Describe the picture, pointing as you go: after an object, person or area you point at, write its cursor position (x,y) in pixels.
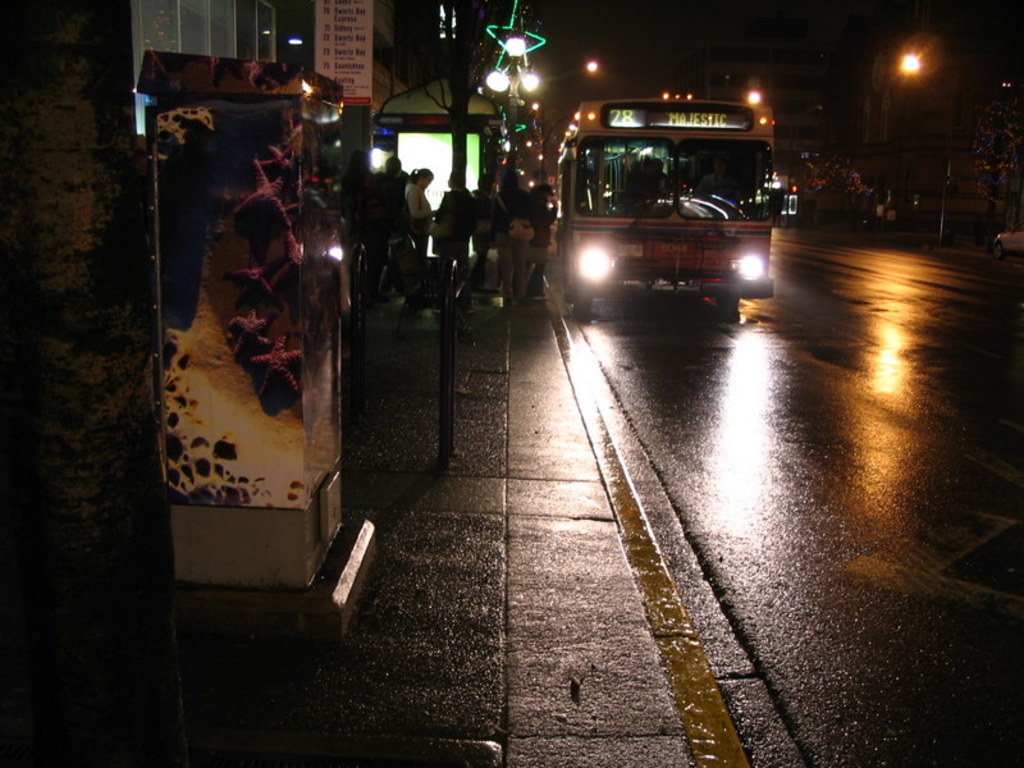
In this image there is a bus (674,288) on the road (757,343), group of people (499,280) standing, buildings (940,22), trees (843,187), lights (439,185), sky (559,33).
